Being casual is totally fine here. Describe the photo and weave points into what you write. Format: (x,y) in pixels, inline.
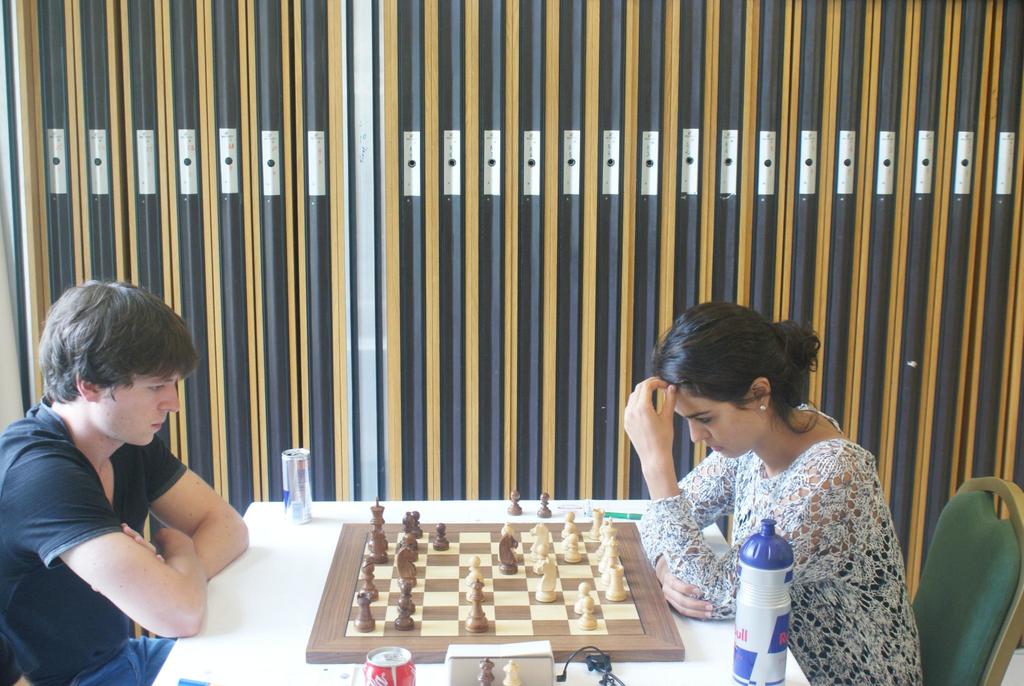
In this picture we can see man (97,537) and woman (882,516) sitting on chair (956,576) and playing chess where chess board (394,578) is placed on table (326,524) along with tin (300,510), bottle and beside to them we can see wall (349,295).
